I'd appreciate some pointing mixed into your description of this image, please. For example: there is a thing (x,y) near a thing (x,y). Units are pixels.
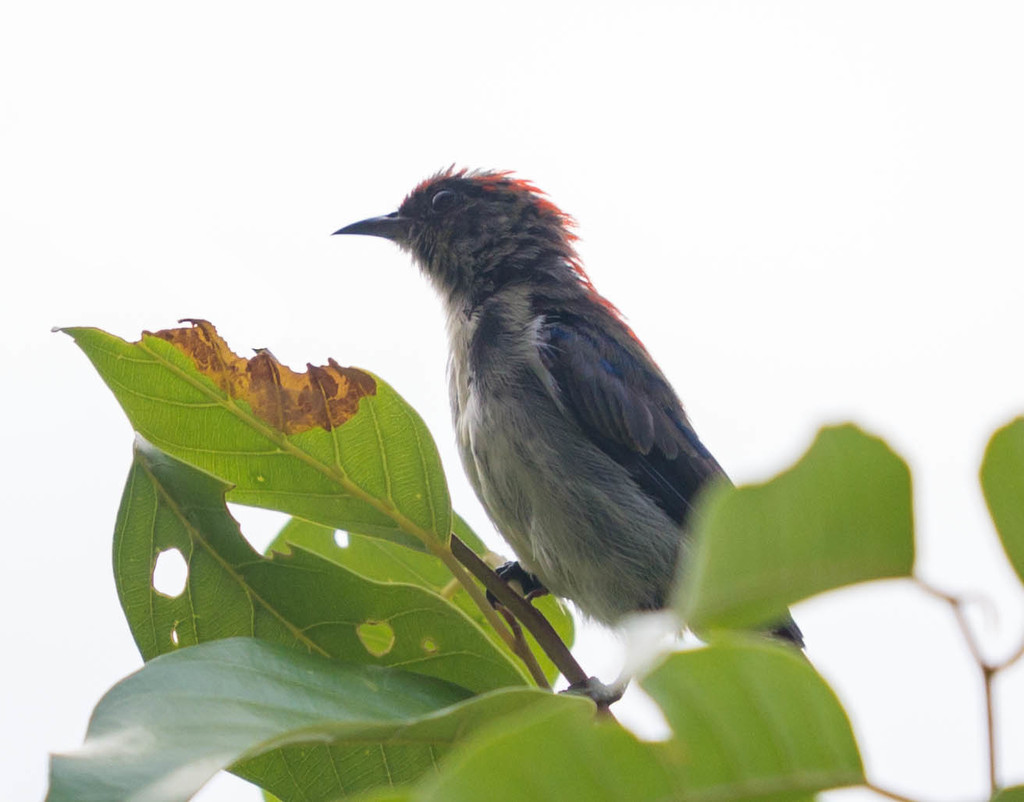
In this image we can see a bird (578,410) on the stem (540,625) of a plant (535,598) and we can see leaves (408,419). In the background (405,98) we can see the sky (314,195).
